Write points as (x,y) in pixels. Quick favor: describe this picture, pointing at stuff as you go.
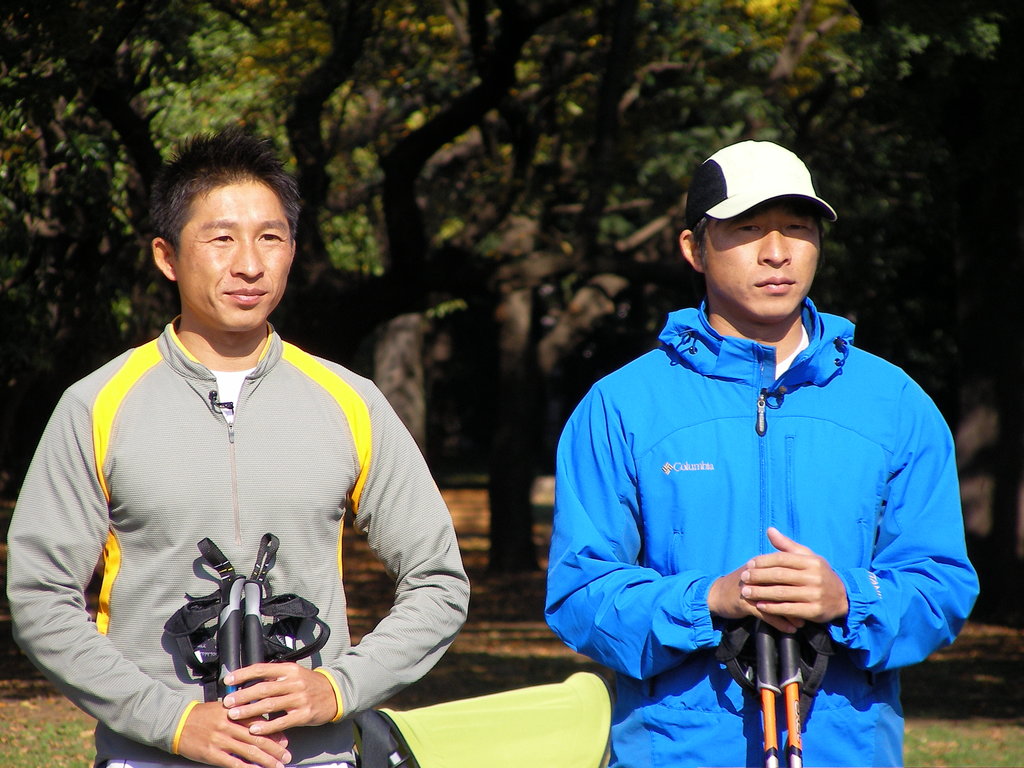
In this image we can see men (692,346) standing on the ground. In the background (551,148) there are trees (74,256) and shredded leaves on the ground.
